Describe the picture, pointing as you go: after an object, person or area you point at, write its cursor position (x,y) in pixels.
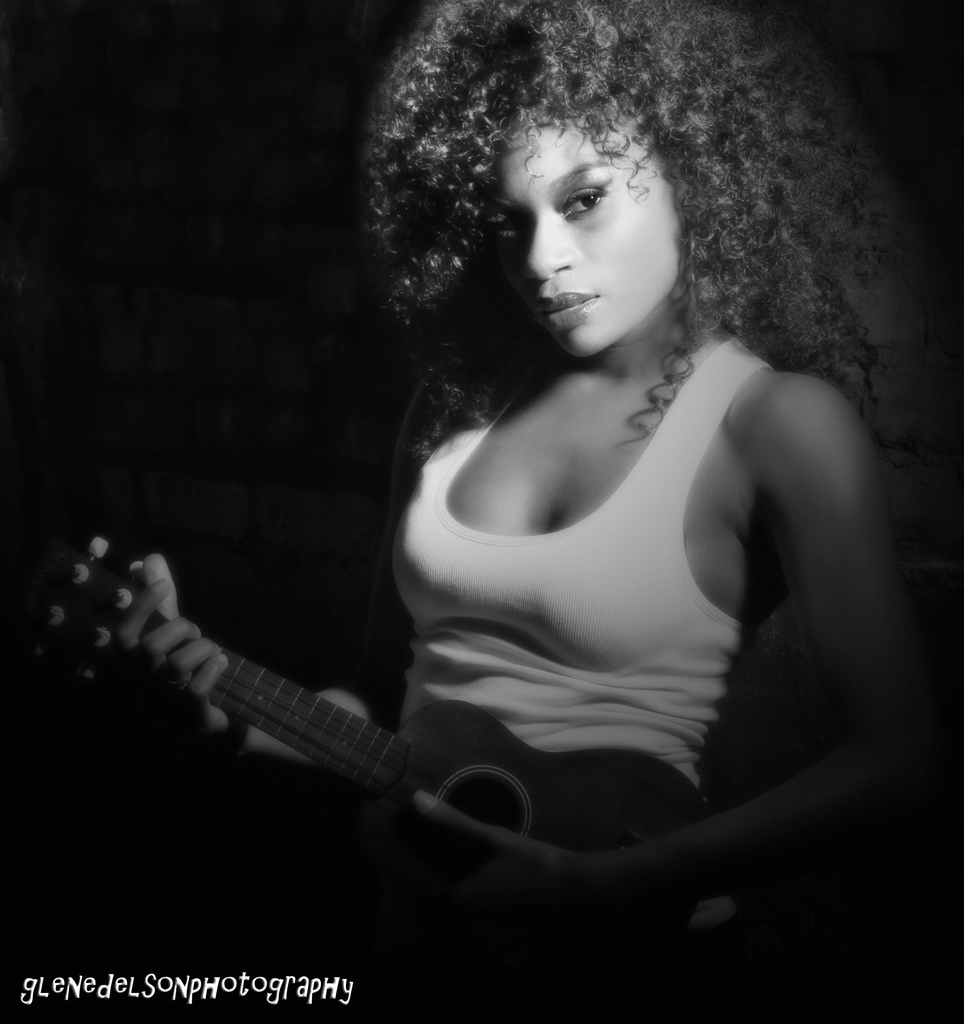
Here is a picture of a woman (831,553) who has a curly hair (763,232) and holding a musical instrument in her hand (488,879).
